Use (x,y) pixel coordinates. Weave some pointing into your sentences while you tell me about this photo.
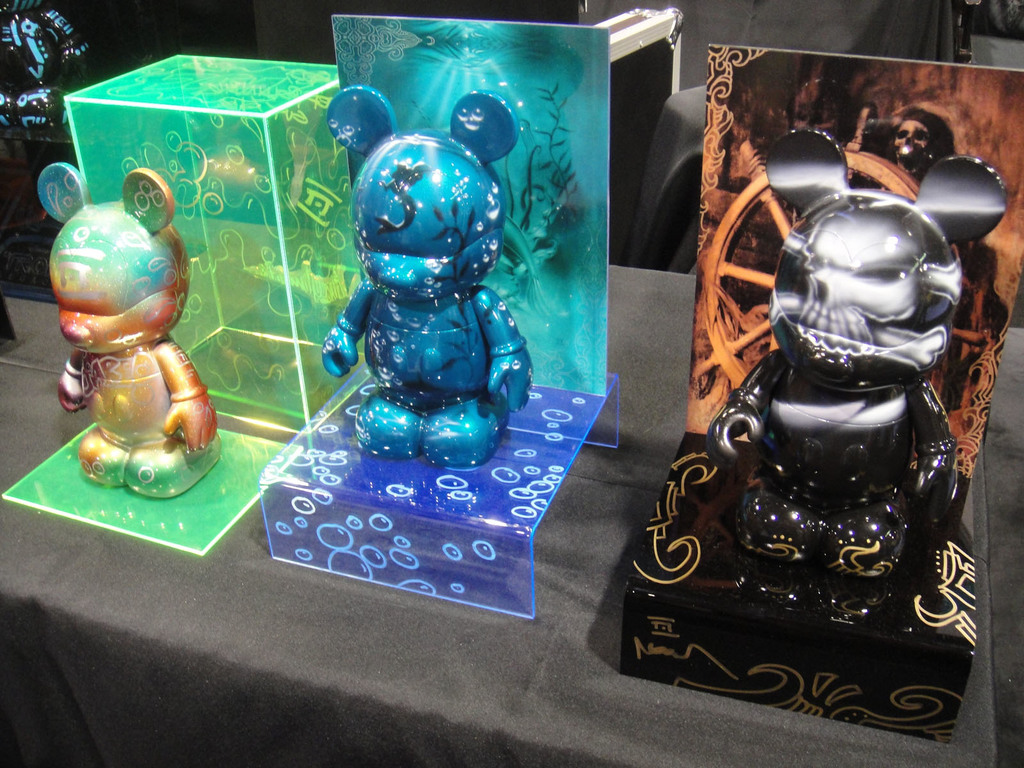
On this black surface (544,699) we can see toys (753,399).
